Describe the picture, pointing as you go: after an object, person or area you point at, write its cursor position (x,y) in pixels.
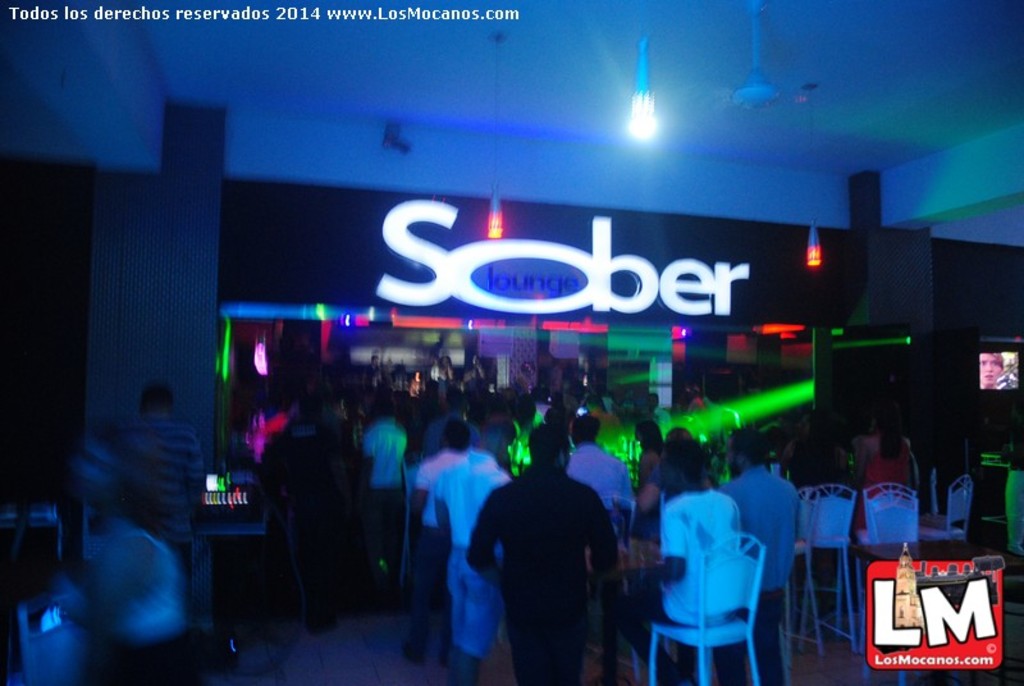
In this image, we can see an inside view of a building (306,128). There are persons (330,469) wearing clothes (441,545). There is a person (699,540) at the bottom of the image (674,541) sitting on a chair (755,664). There is a table (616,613) and some chairs (837,529) in the bottom right of the image (812,609). There is a light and fan (744,90) at the top of the image (642,134). There is a board (641,229) in the middle of the image (478,289). There is a screen (987,363) on the right side of the image (1013,381).
